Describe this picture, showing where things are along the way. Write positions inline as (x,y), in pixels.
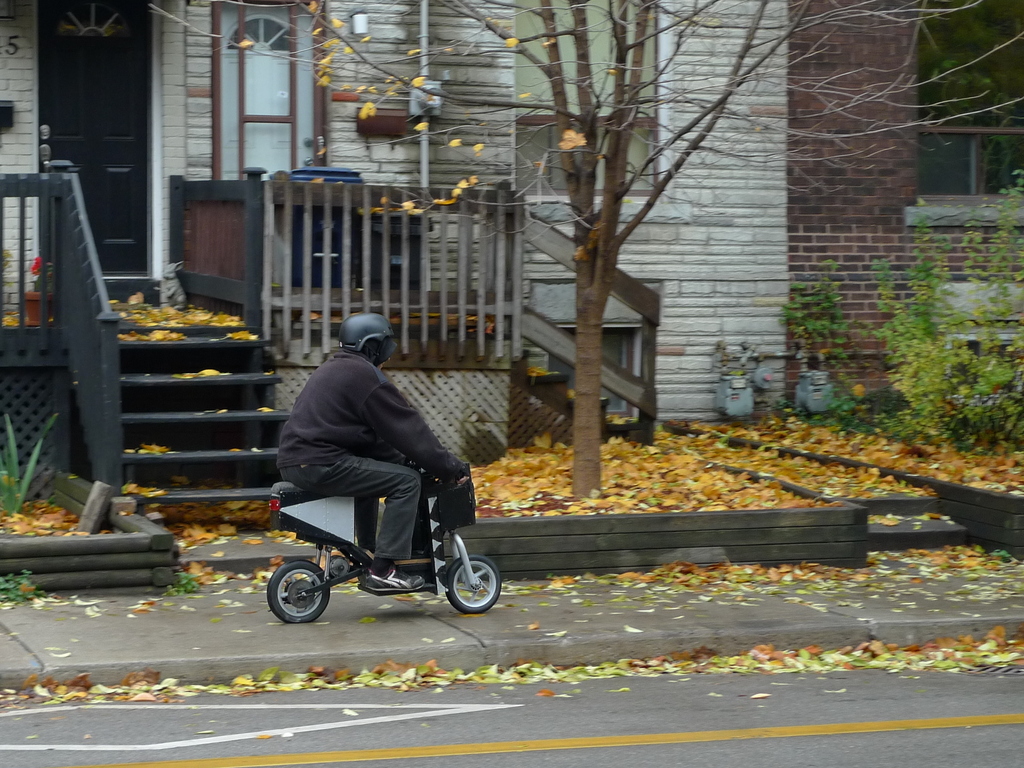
In this picture there is a man (389,382) who is wearing helmet (354,334), jacket (338,453), trouser (377,478) and shoe (403,575). He is riding a bike (321,587) in the street (439,596). In the background (989,216) we can see buildings (30,98). On the top left (43,139) there is a door (70,87). In front of the door (70,82) we can see a wooden fencing (252,319) and stairs (173,401). On the right (925,388) we can see plants (889,309). Here we can see tree (594,135) near to the window (602,152). On the bottom (910,650) we can see leaves (284,679) on the road (635,716).
